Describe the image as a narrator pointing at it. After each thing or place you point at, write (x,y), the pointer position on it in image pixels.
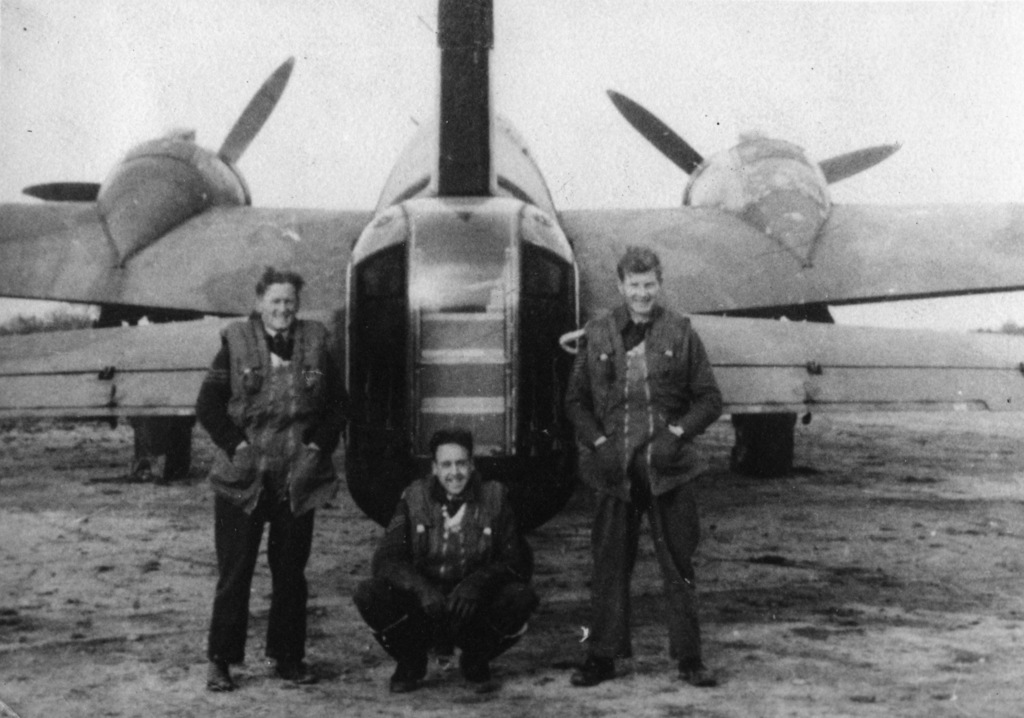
It is a black and white image. In this image we can see an aircraft (407,446). We can also see three persons (638,358) smiling. In the background (549,137) we can see the sky (902,101). At the bottom (979,540) we can see the land (176,627).
